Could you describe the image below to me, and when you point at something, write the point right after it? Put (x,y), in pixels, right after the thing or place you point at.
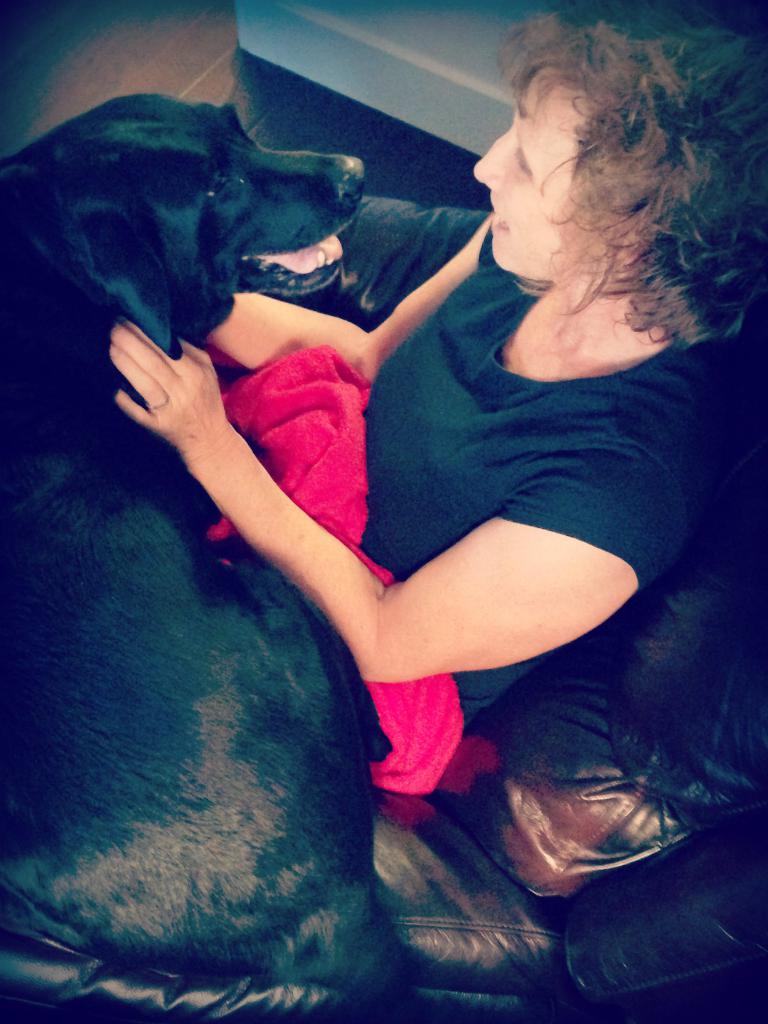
In this image there is a lady (501,239) sitting on a sofa (378,225) and she is holding a black dog (350,212) in her hands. And she is looking at the dogs face (201,153).
